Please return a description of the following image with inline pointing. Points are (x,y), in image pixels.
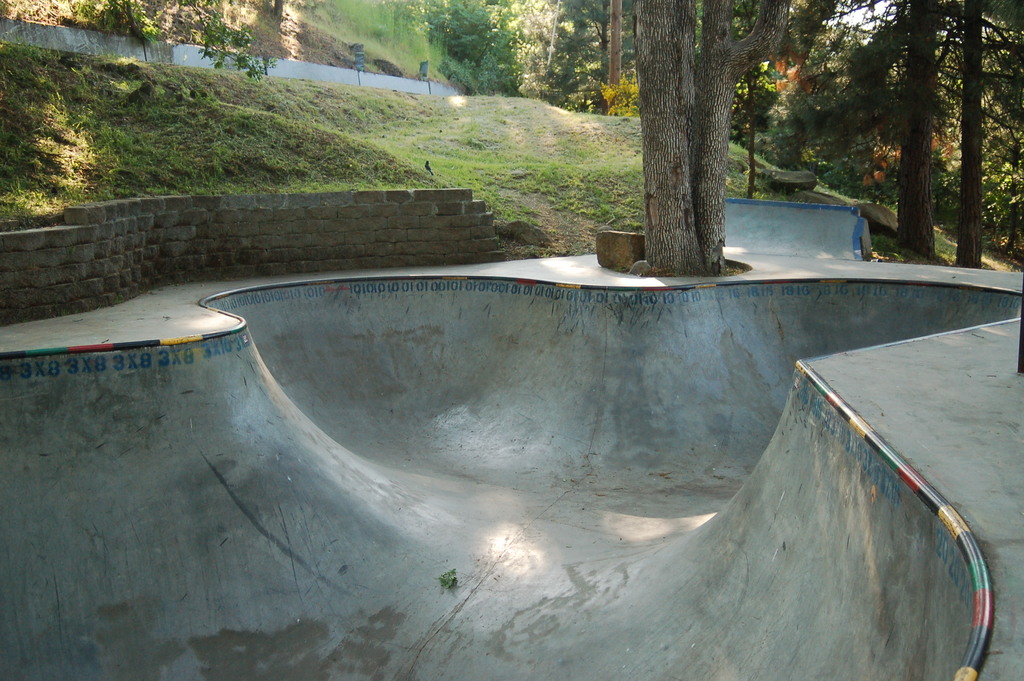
In the foreground of this image (574,588), there is an empty skate bowl (582,520). In the background (459,223), there are trees (703,75), tiny wall (455,215) and the grassland (275,131).
